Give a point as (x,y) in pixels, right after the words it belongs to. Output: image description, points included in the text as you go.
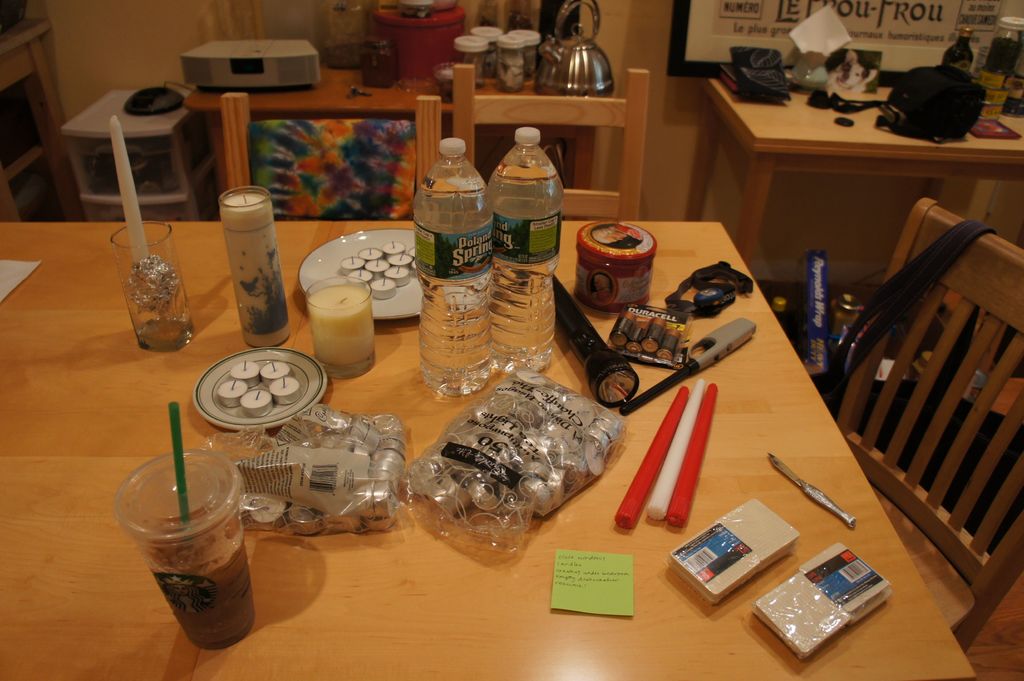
In this image i can see a table (688,253), on the table (643,442) there is a glass (152,537) and there is a straw (176,468) and there are some candles (664,479), packs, bottles (443,308), plate (316,280), glass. on the glass (152,522) there is drink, there a light (602,373). beside the table (793,364) there is a chair (934,310) on the right corner (914,148) there is table (787,125). on the table (772,127) there are some objects (980,104). on the middle corner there is another table (377,94), on the table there are the bottles (478,39).
